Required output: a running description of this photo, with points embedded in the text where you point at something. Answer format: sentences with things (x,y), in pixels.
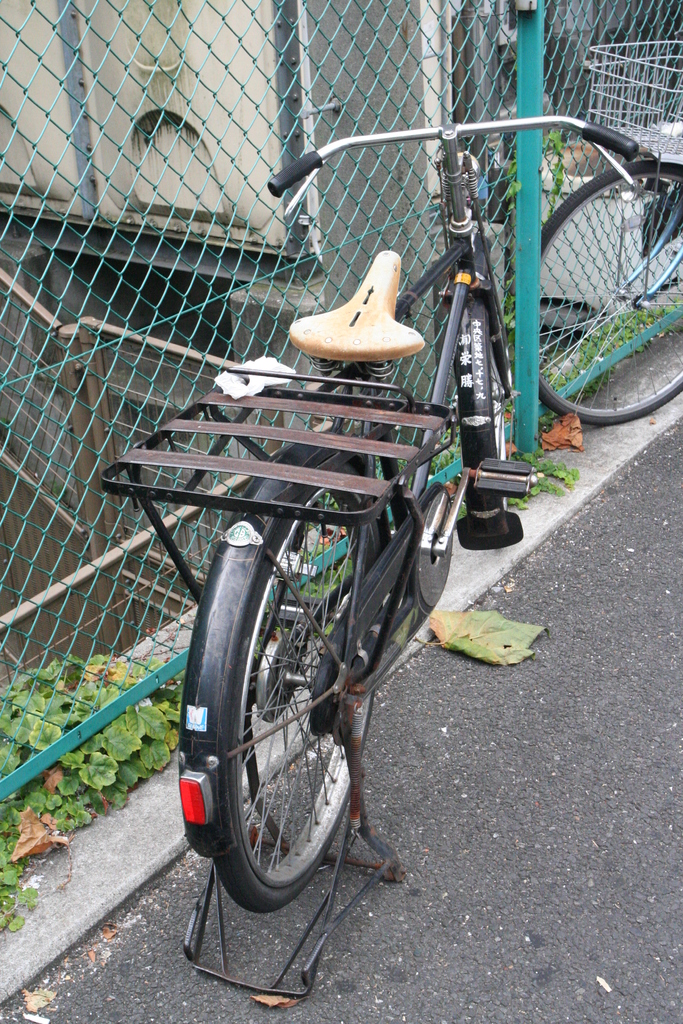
In this picture there is a bicycle (481,504) near to the fencing (448,451) and plants (110,690). In the bottom left corner (94,756) we can see the leaves (98,808). At the bottom (545,952) there is a road (514,958). On the left (56,208) we can see the gate (32,215), water pipes (311,173) and other objects (186,197). On the right (632,274) we can see another bicycle (632,274) which is parked near the pipe (533,274).
